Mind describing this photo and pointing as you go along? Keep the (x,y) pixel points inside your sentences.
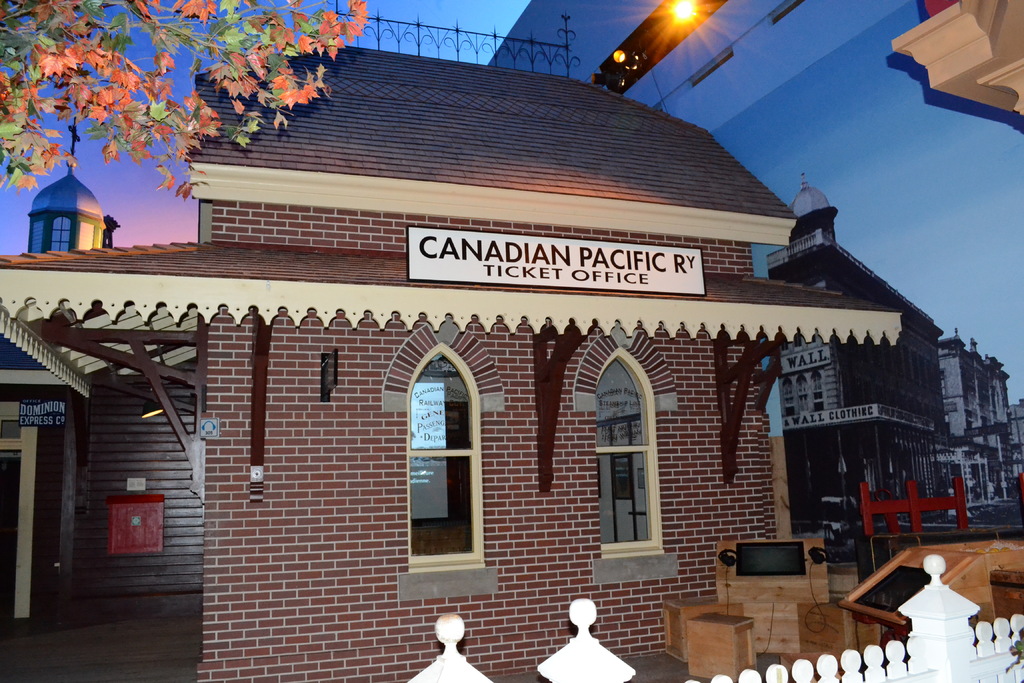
This looks like a room (373,499) with the windows (412,389). This is a name board (678,268), which is placed on the roof (660,296). On the right side of the image (815,218), this looks like a hoarding (920,191) with a picture (895,387) of the buildings (962,382) on it. I can see the wooden objects (837,592), which are placed on the floor (765,657). This looks like a wooden fence (953,670). At the top left side of the image (47,58), I think this is a tree (107,58) with the leaves (99,49).
